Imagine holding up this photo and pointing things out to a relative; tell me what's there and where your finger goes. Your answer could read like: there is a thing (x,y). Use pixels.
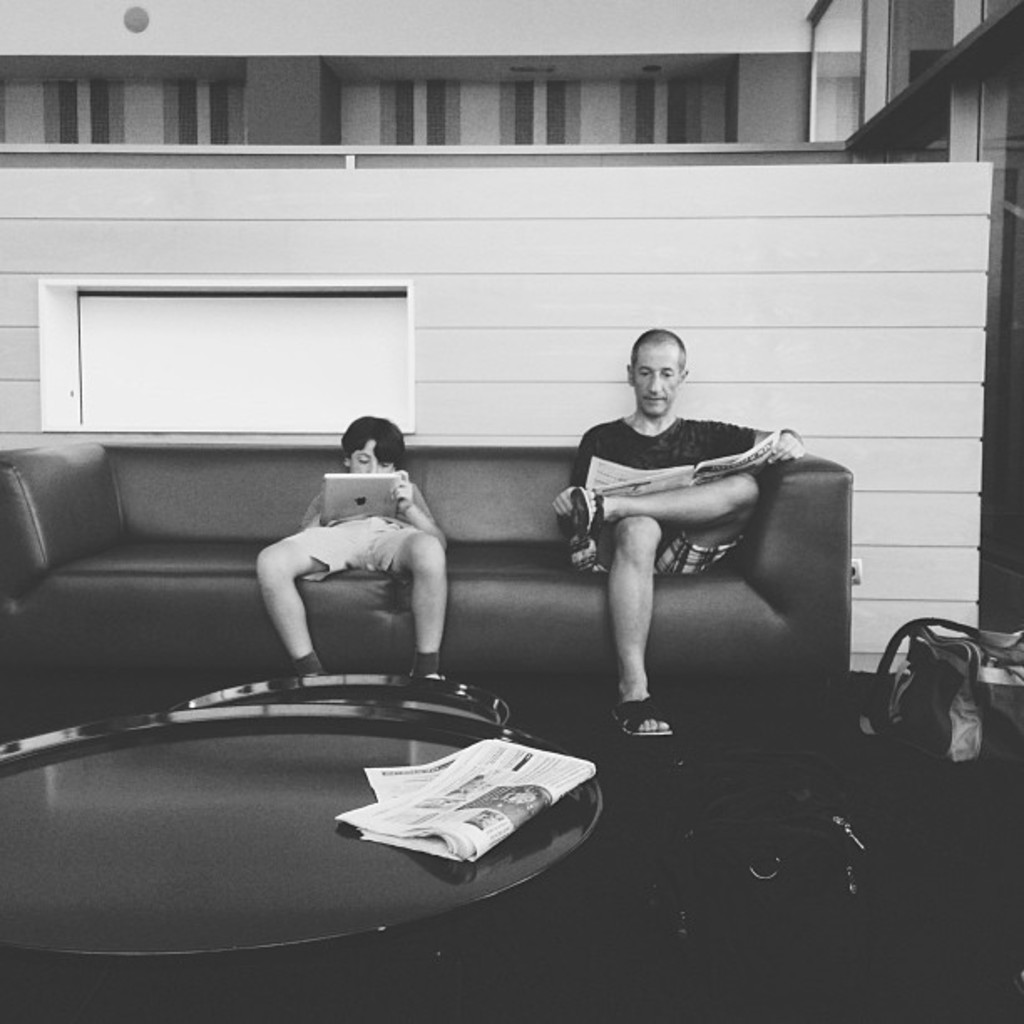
In this image I can see two people (667,542) sitting on the couch (520,601). In front of them there is a teapoy (334,853). On the teapoy (249,923) there is a paper (506,816). And there is a bag (933,737) on the floor (936,815).
